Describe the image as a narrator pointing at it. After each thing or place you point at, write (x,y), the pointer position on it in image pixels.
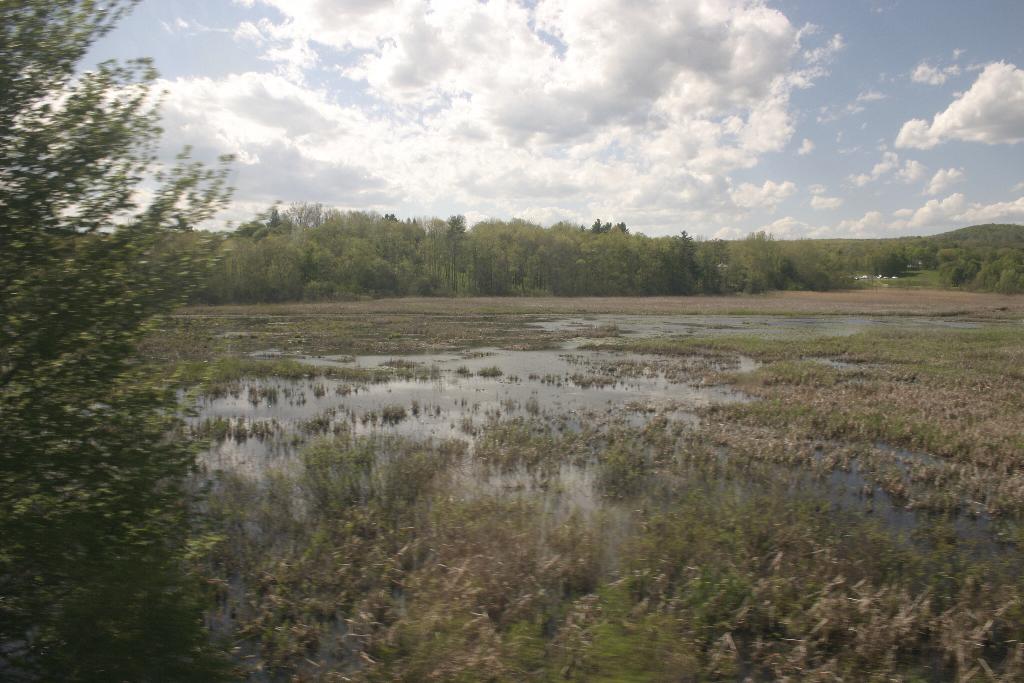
In this picture we can see water (893,509), grass (742,491), and trees (23,185). In the background (786,202) there is sky (855,139) with clouds (576,139).
